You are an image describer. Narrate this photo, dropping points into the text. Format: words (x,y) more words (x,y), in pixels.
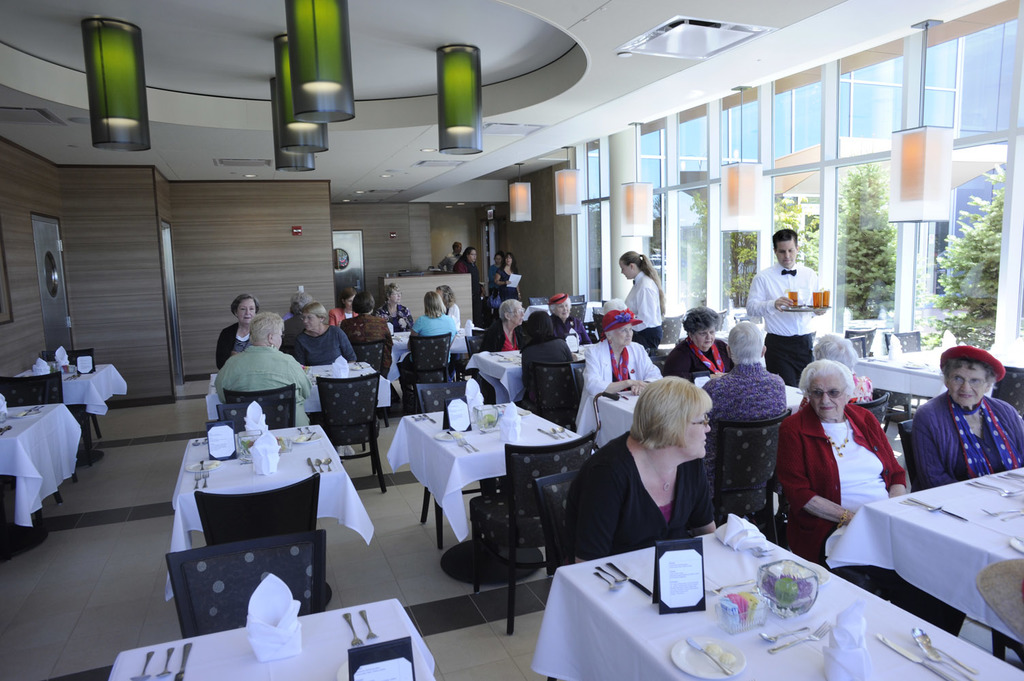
in this image i can see tables (925,532) and chairs (306,580). there are many people (785,466) seated around the chairs (362,401). waiters (657,295) are serving the drinks (796,310) to the people (742,349). at the right (744,235) there are glass windows (803,232). outside the building (796,220) there are trees (879,225) and other building (872,130).
